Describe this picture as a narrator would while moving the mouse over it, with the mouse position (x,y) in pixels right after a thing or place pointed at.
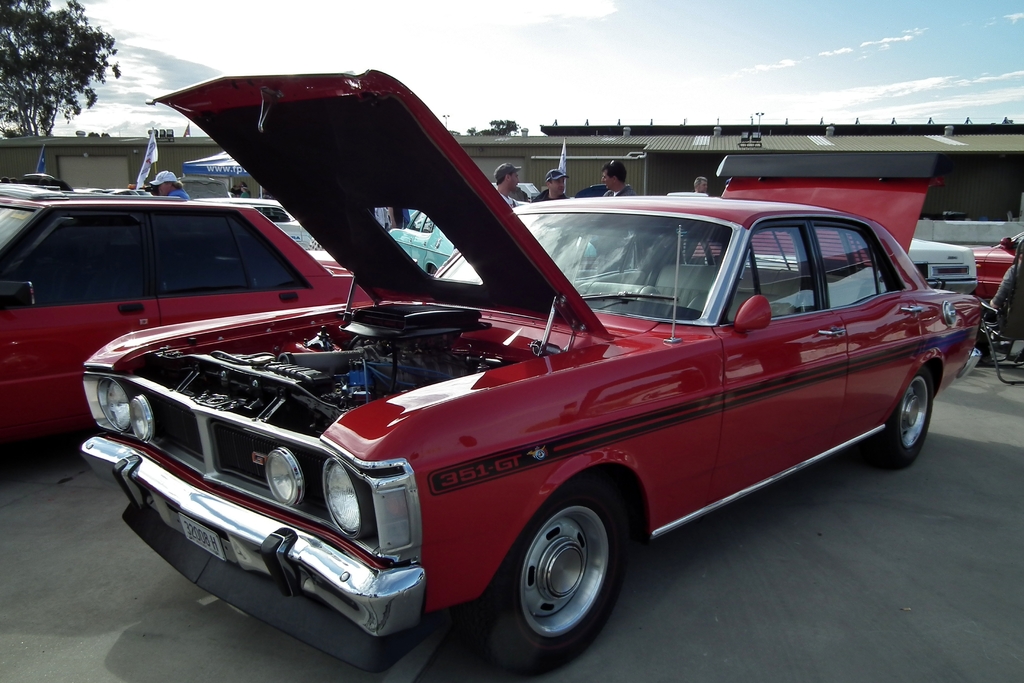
In this image I can see a car (633,409) which is red and black in color on the ground (814,588) and I can see another car (85,339) which is red and black in color on the ground (840,609). In the background (214,154) I can see a tent (204,167) which is blue in color, few flags (148,162), a building (107,166), few persons (160,188) standing, few other vehicles (944,254), a tree (54,16) and the sky (692,75).
